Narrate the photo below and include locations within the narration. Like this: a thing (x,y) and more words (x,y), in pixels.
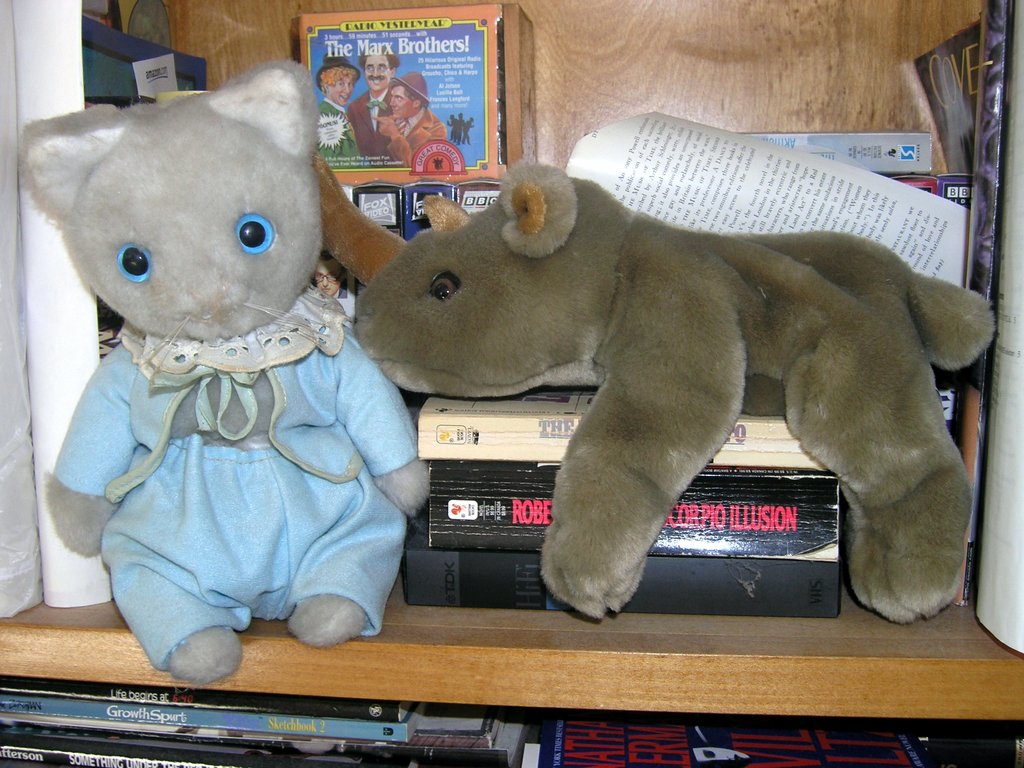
In this image two soft toys (614,503), papers (758,217), books (442,491) and some other objects (444,551) in a wooden object (497,657).
